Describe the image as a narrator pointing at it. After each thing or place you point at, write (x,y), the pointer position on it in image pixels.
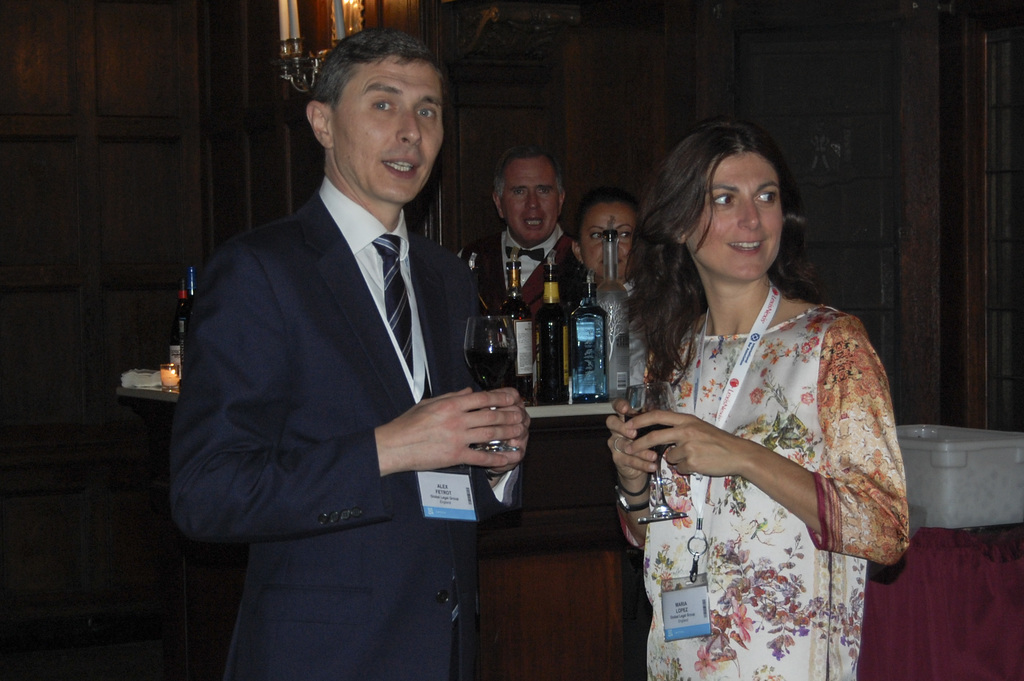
These two people (803,457) are holding glasses (646,399) and wore ID cards (451,479). On these tables (570,406) there are bottles (559,352). Backside of this table (603,410) there are people (573,249). These are candles (336,25).
